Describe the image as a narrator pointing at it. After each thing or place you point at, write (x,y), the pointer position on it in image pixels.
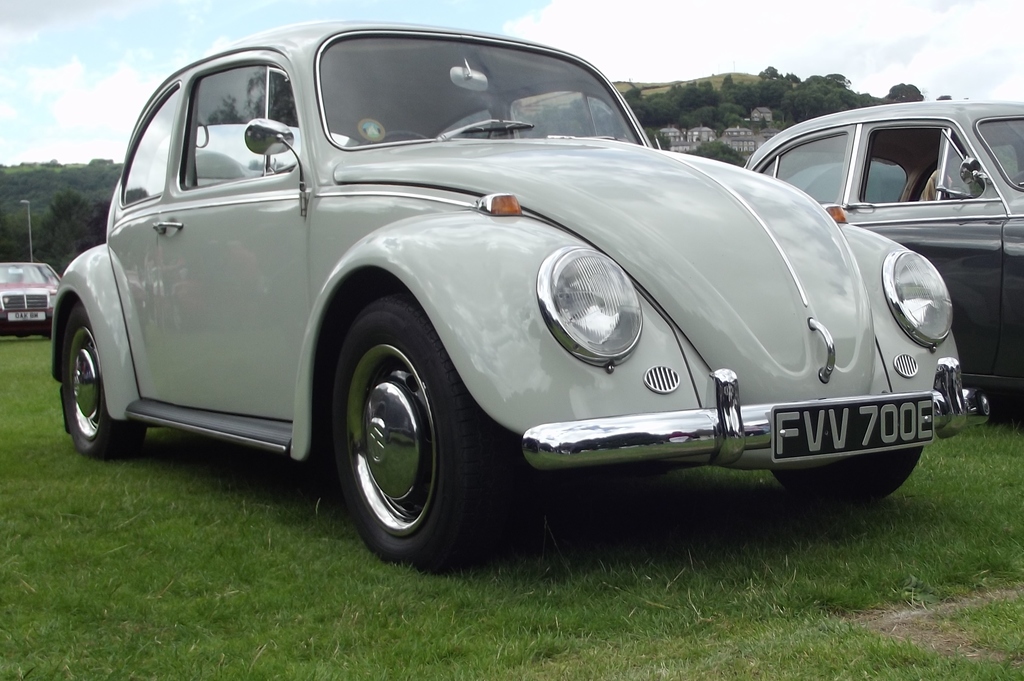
In this image we can see vehicles (505,157). In the background of the image (64,181) there are trees (635,109), poles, buildings (752,133) and other objects (59,165). At the top of the image (933,24) there is the sky (139,24). At the bottom of the image (496,569) there is the grass (164,565).
